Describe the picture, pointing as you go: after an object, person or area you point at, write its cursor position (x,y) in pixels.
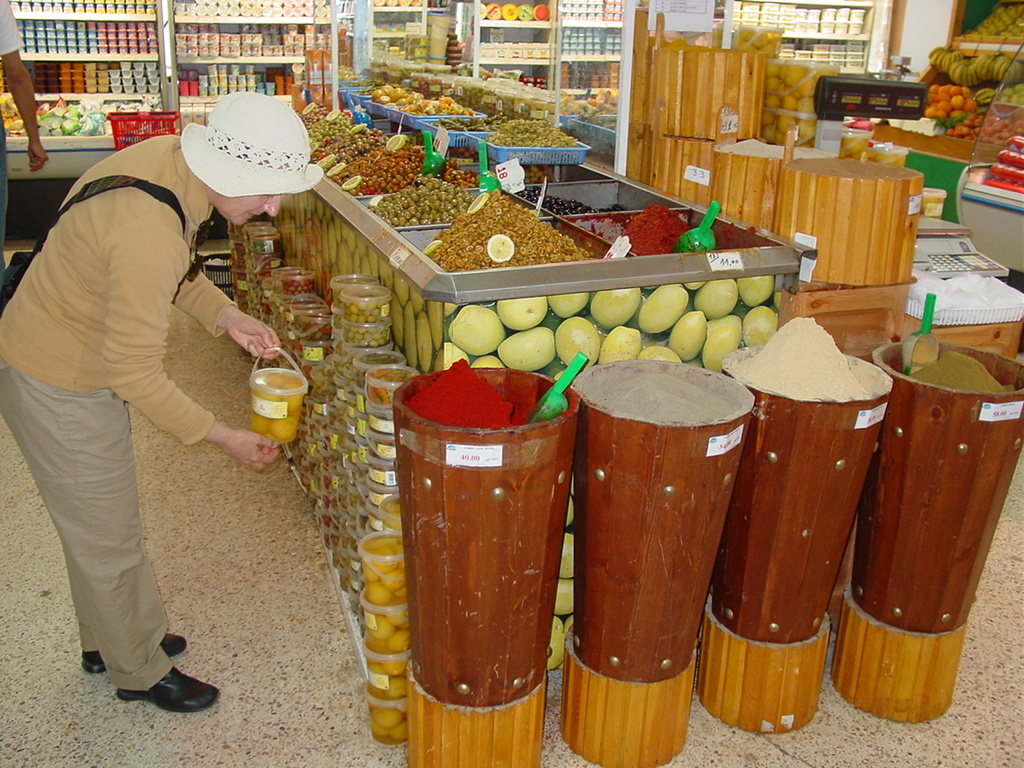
In this image there are grocery items (396,77) and there are fruits (401,95) and there are boxes (234,53) in the shelves (162,36). On the left side (85,243) there are persons (65,327) standing and on the right side (770,165) there are objects (723,139) which are made up of wood (853,204) and the person (104,298) standing in the front (84,377) is holding an object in his hand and there are bottles (334,366) in front of the person (97,327). In the front (553,411) there are spices (721,408) and there are objects (904,342) which are green in colour. On the right side (945,257) there is a weighing machine (961,253) and there is an object (966,295) which is white in colour. In the background (124,135) there is a basket (155,133) which is red in colour.
